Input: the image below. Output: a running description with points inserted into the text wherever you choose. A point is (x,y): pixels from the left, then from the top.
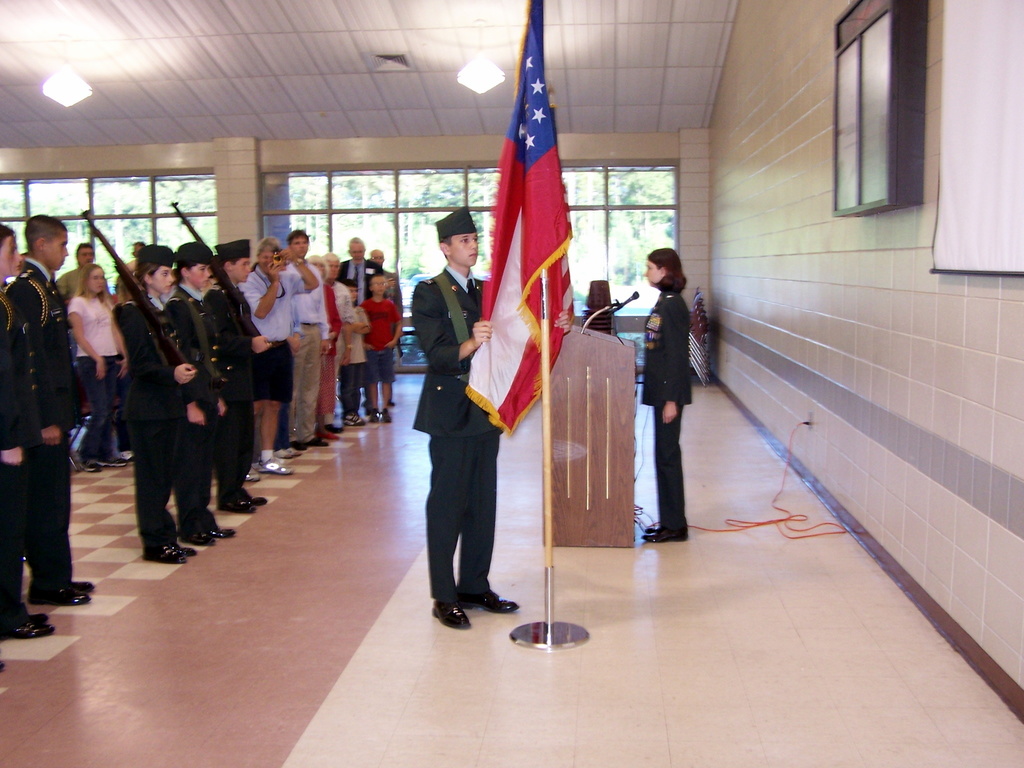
In this image we can see a person (461,395) is holding flag (500,312) and a woman (658,303) is standing in front of the podium (583,397). To the left side of the image (203,347) so many people (309,294) are standing, some (148,283) are carrying guns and the other few (255,273) are taking picture. Behind glass window (319,190) is there. The roof (327,82) is in white color with some lights (474,76). The wall (830,328) is in white color and board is attached to the wall (816,195).
